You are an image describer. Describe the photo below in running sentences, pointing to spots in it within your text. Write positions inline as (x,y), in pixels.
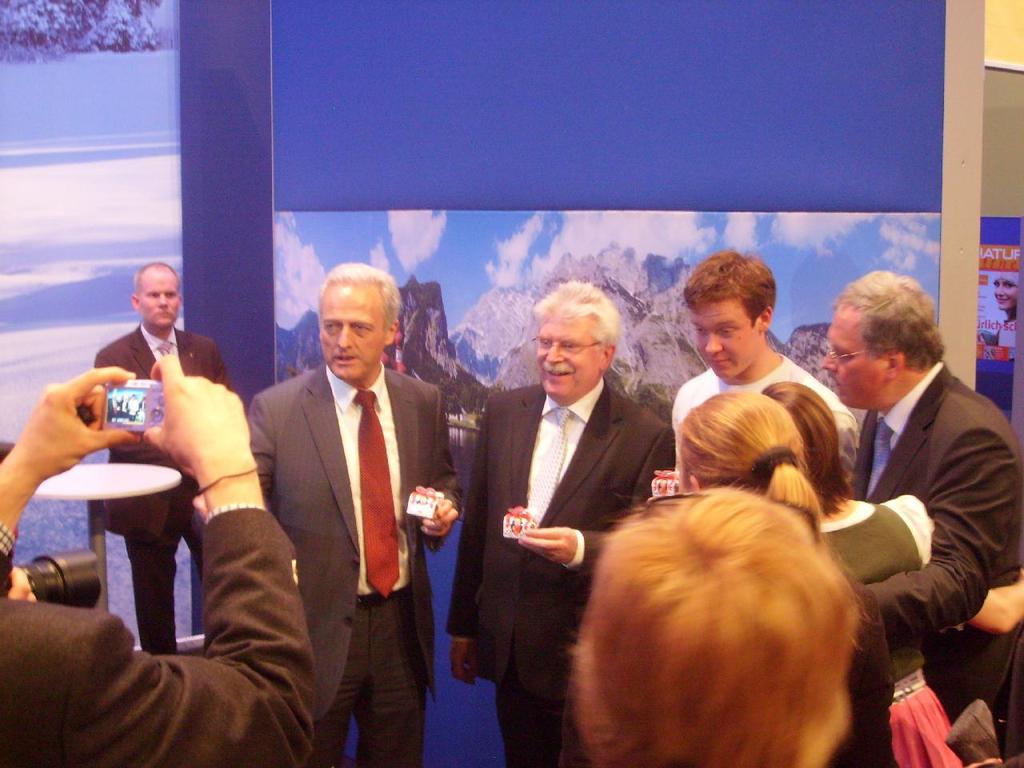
This picture describes about group of people (564,370), few people (409,420) holding an objects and few people (166,432) holding cameras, in the background (187,553) we can see hoardings (887,265).
